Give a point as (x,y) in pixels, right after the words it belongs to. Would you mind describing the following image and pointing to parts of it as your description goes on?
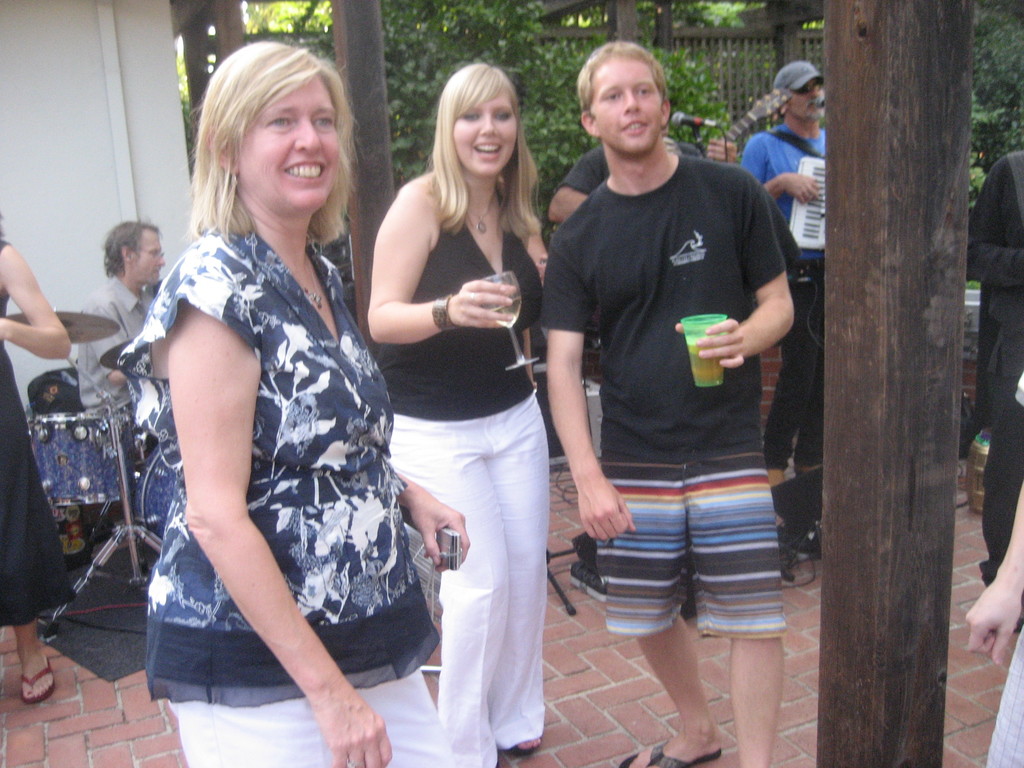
In this image there are a group of people (481,365) and in the background (799,160) there are some people (727,149) who are playing some musical instruments (812,170), and there is one mike (678,114). On the left side (125,273) there is one person (138,296) who is playing drums (78,425), and in the background (521,54) there are some plants (291,31), poles (783,48), wall (27,72). On the right side (898,327) there is one wooden pole (905,518), at the bottom (784,696) there is walkway (662,705).
